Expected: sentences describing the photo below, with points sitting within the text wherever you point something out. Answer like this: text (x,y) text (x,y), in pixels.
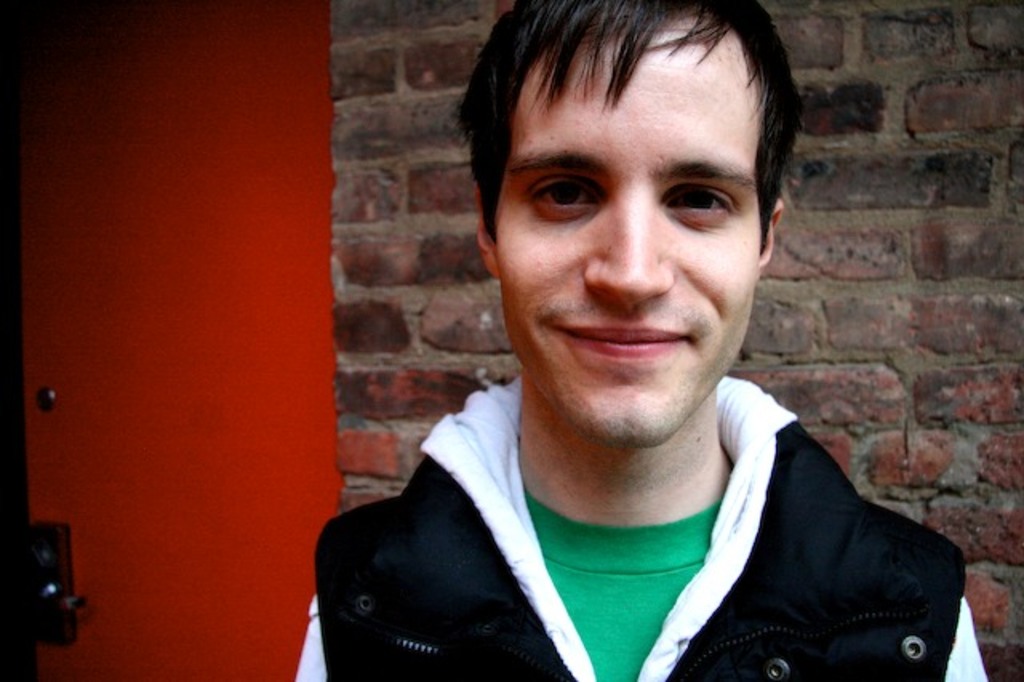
In the middle of the image (541,374) we can see a man (719,334), he is smiling, behind to him we can see a red color door (182,398) and a wall (390,319).
